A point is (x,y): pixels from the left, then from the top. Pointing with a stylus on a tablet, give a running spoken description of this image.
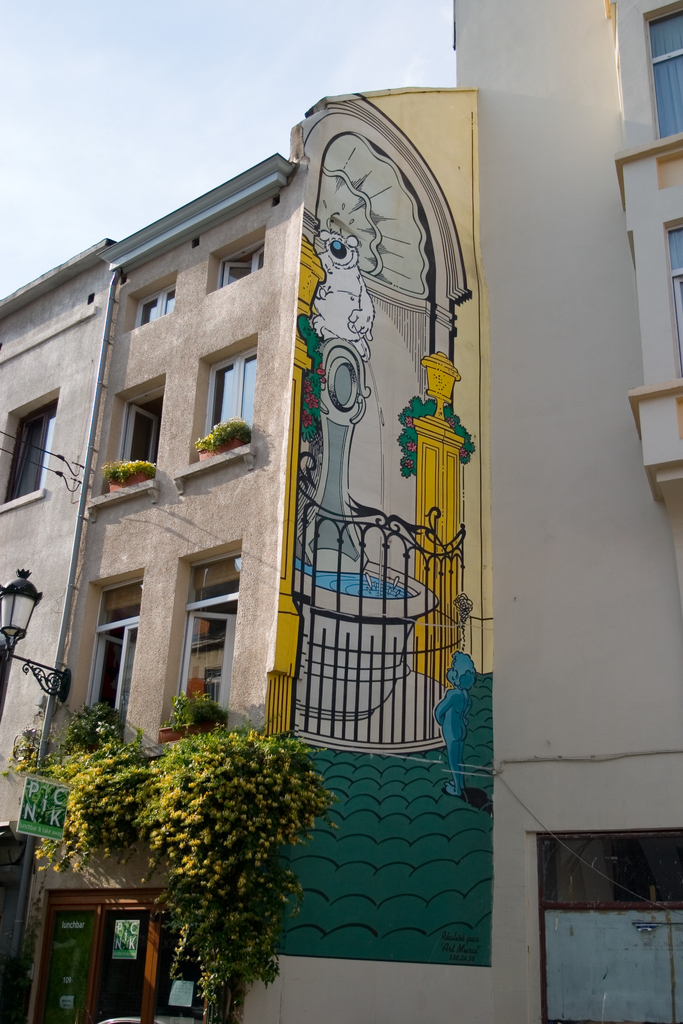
In this picture we can see the buildings (321,541) and on the building (359,500) there is the painting (353,786), plants (171,783), windows (142,598), a pipe (83,514), a board (49,809) and a light (18,620) attached to the building (37,705). Behind the buildings (165,363) there is the sky (196,121).
